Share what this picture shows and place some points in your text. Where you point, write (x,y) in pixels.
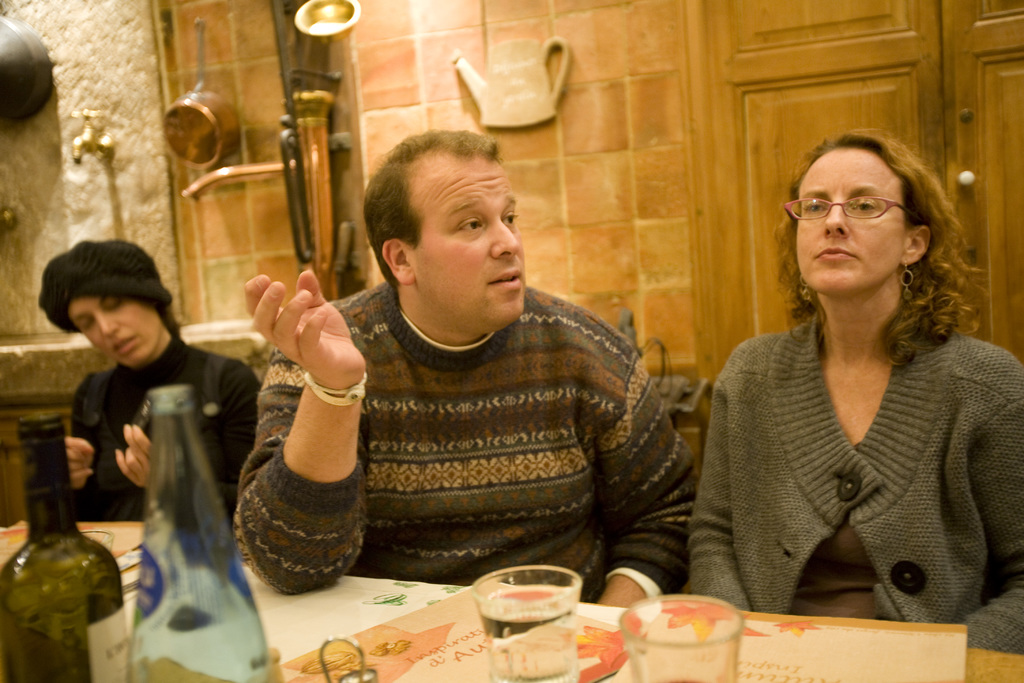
In this picture we can see three people (829,401) sitting in front of table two women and one man (548,342) there is a water glass (539,602) on the table (430,622) and some of the bottles (159,634) here, in the background (535,159) we can see brick wall (634,158) and here we can see a tap (87,137), on right side of the image (837,31) we can see a cupboard (858,30).
